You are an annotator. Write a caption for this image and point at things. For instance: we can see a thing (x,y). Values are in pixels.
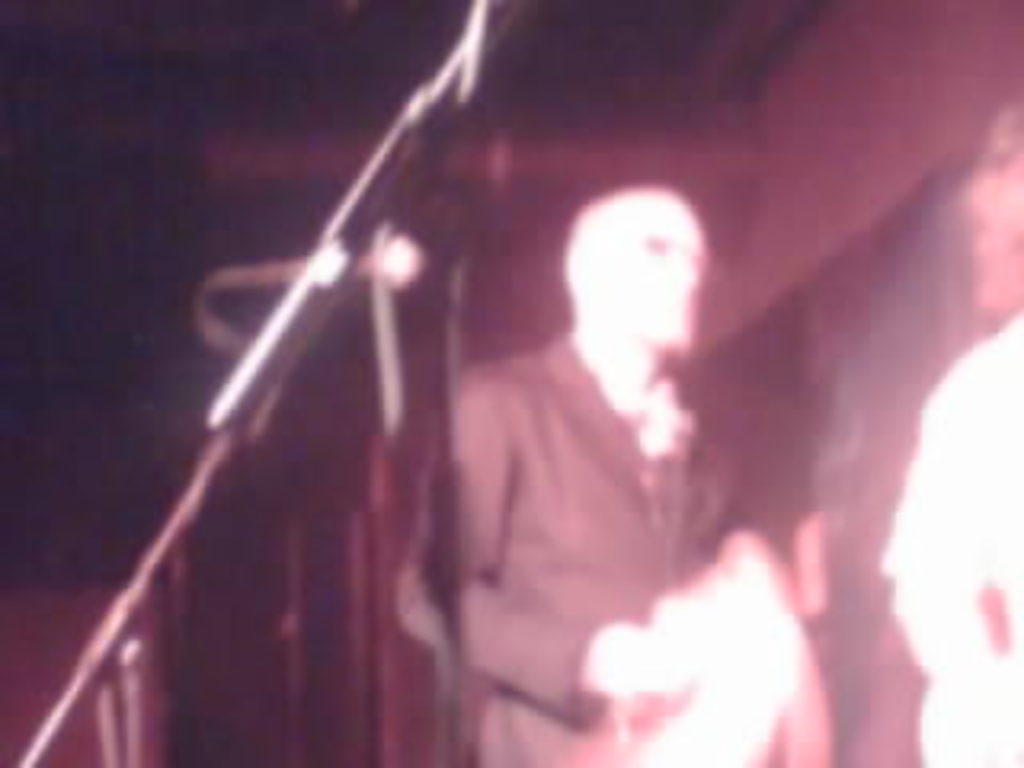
It is a blur view. In this image, we can see two people (685,461) and stand (196,498). Background (798,173) there is a wall (755,255).
